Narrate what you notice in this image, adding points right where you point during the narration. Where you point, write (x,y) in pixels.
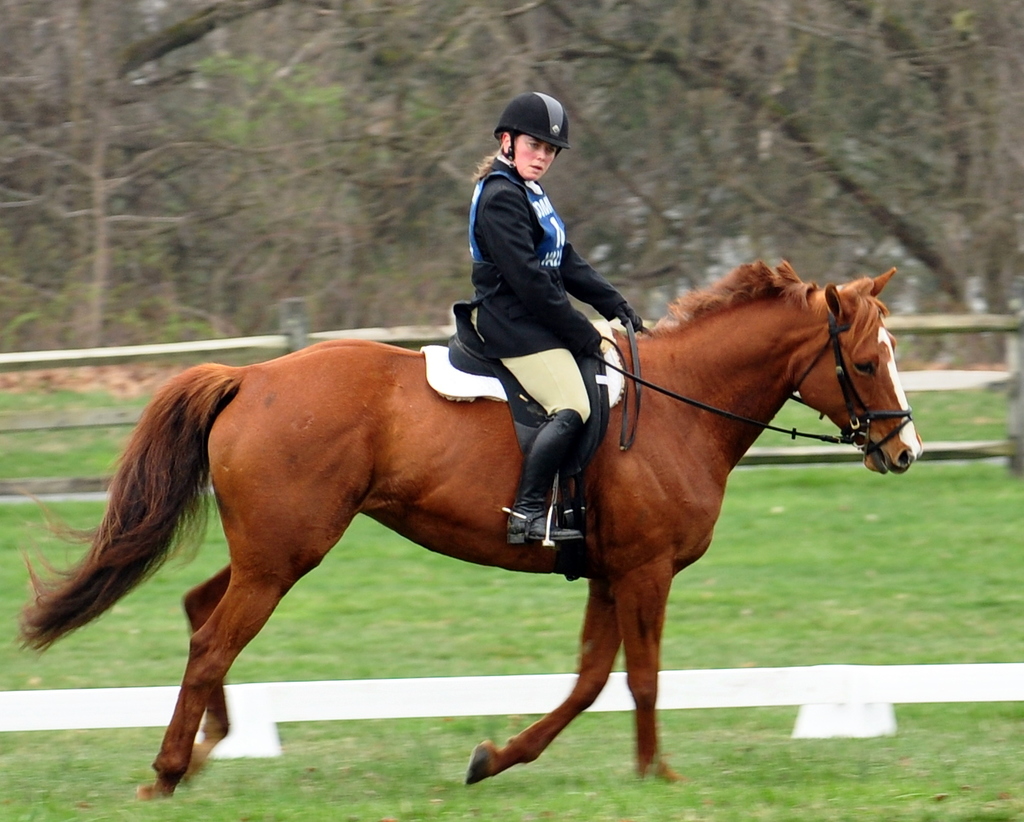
In this picture I can observe a person (536,329) riding a horse (258,403). The horse (258,403) is in brown color. I can observe a railing (181,353) in this picture. In the background (320,80) there are trees (301,144).
